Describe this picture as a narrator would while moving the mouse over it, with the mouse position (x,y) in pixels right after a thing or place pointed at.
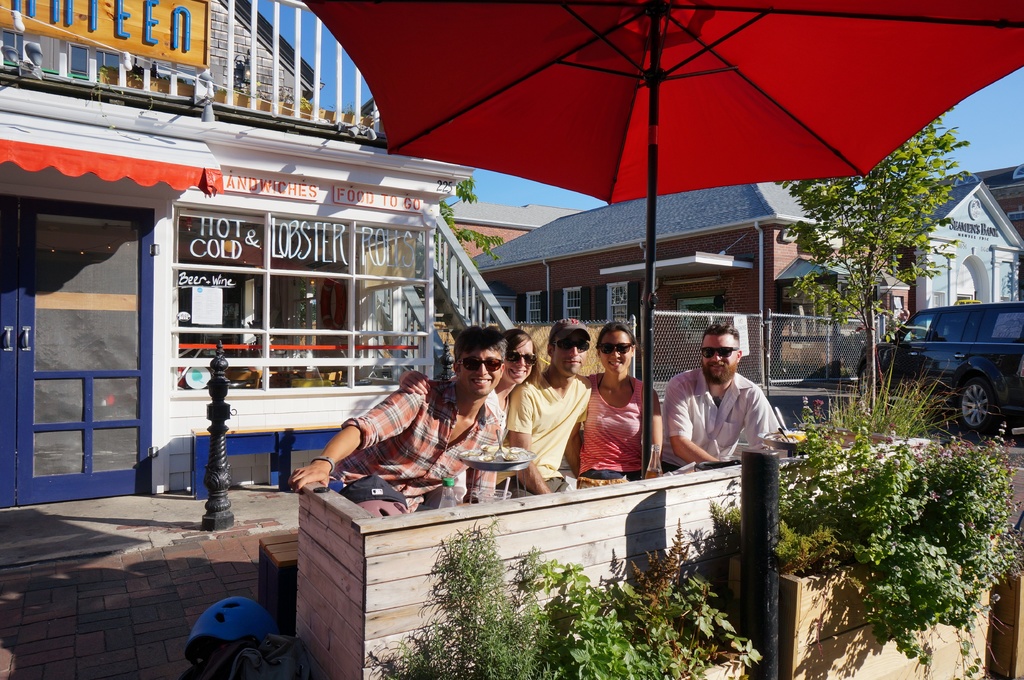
In this image I can see five persons (562,388) are sitting and I can see all of them are wearing black shades (562,344). I can also see few of them are smiling. In the front of the image (714,547) I can see a pole (769,486), number of plants (500,598) and a red colour umbrella (644,109). On the bottom left side of the image (248,669) I can see a blue colour helmet (274,624) and a bag (297,649). I can also see few things (503,448) in the front of them. In the background (168,365) I can see number of buildings (436,314), few trees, a vehicle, the sky (1021,88), few boards (197,39) and a rope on the top left side (63,0). I can also see something is written on these buildings (359,264) and on the boards (141,28).
